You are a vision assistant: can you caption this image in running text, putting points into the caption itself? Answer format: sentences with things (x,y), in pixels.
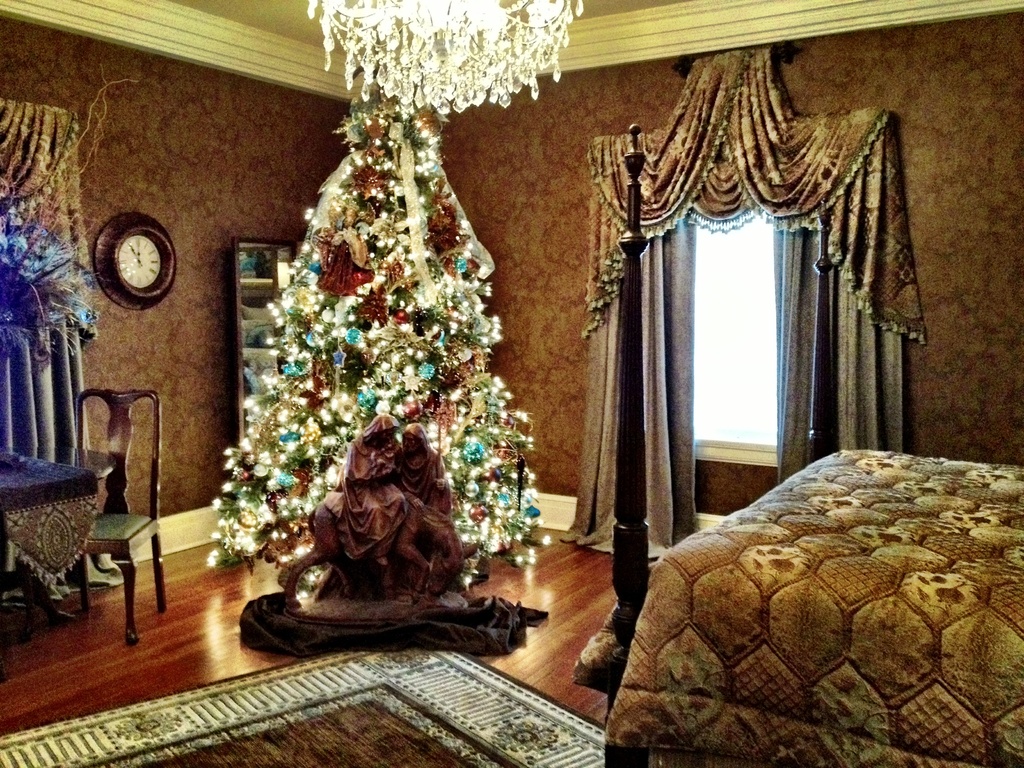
As we can see in the image there is a wall (211,255), clock (159,227), window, curtains (652,399), Christmas tree (485,355), statue (418,495) and on the right side (813,598) there is a bed (819,620).
